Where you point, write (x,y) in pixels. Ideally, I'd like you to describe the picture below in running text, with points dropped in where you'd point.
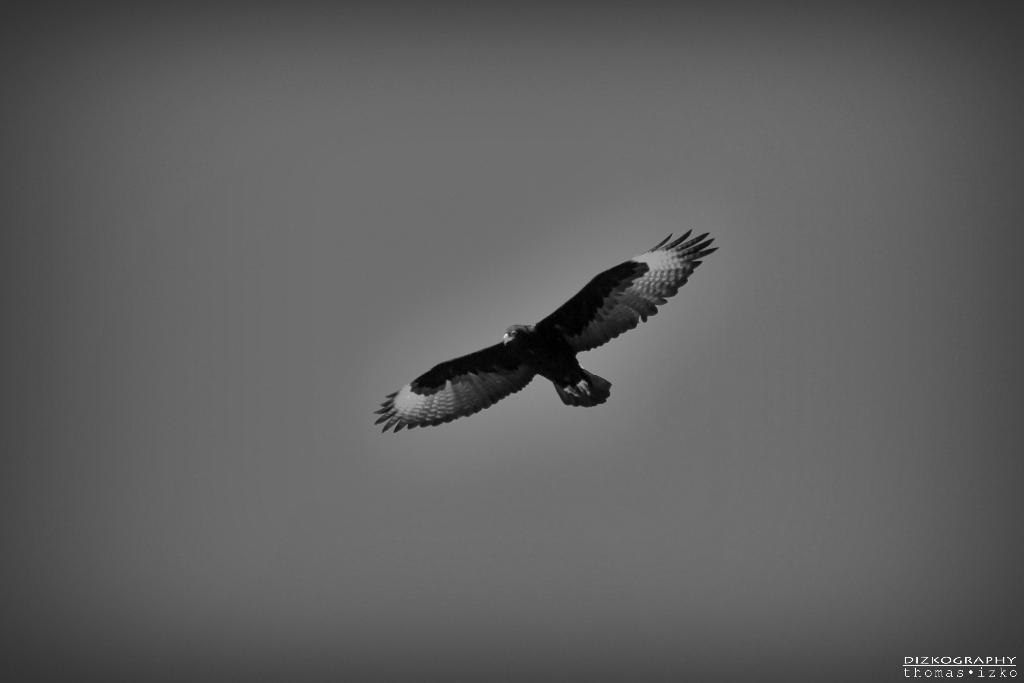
In this black and white image there is a bird (638,283) in the foreground (605,314) and text (956,671) in the bottom right side (970,671).
